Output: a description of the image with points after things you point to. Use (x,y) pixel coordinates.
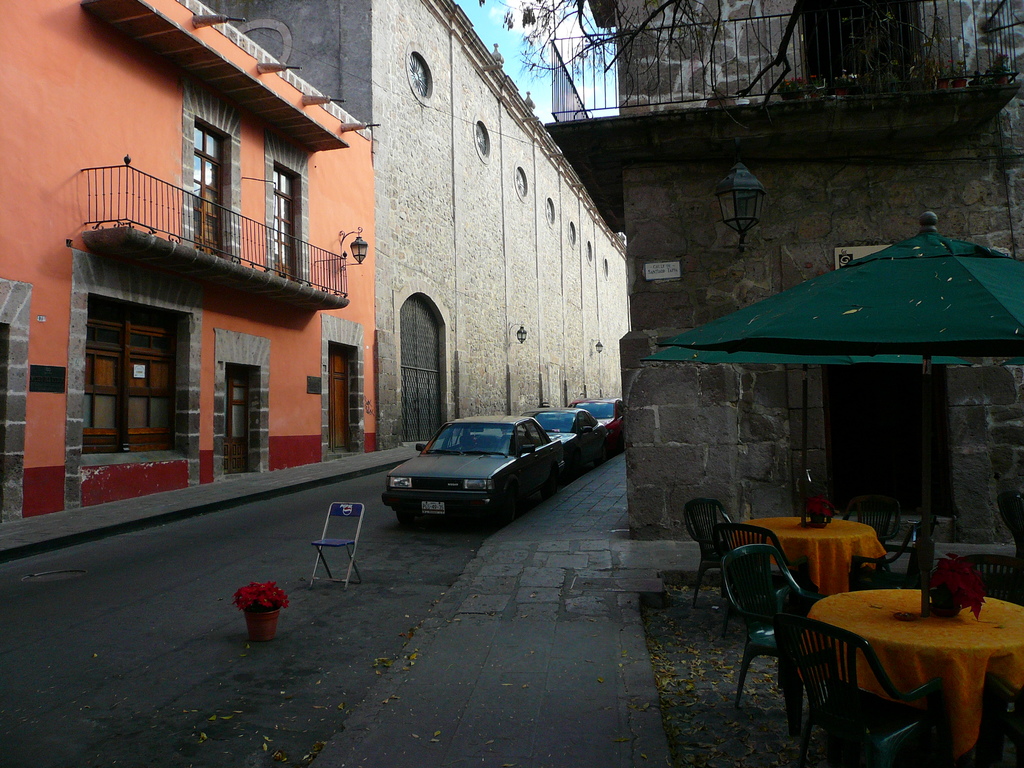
On both side of the image, there are buildings (728,106) visible of orange and white in color. On the top middle (572,25), a sky (557,33) is visible blue in color. In the middle (489,418) bottom, cars (407,514) are parked along the road (332,567) and a chair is visible. In the right bottom (990,578), tables (926,641) and chairs (758,547) are visible under the umbrella hut (867,350) which is green in color. This image is taken during day time on the road (424,604).
